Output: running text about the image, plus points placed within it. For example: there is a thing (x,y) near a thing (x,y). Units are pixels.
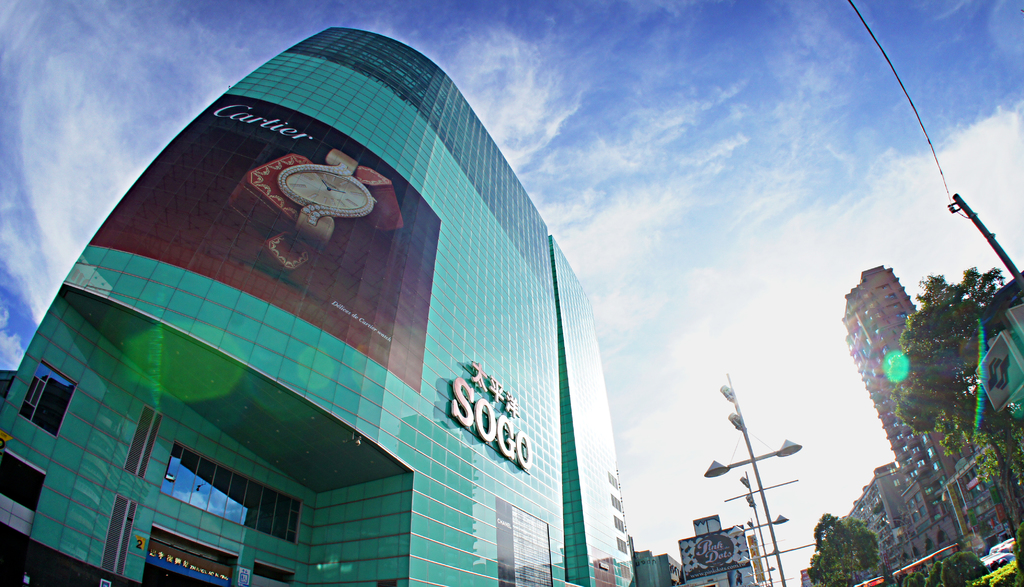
In this picture I can see there is a building (285,343) on to left (311,218) and it has glass windows (372,391) and there are plants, trees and poles (757,462) with lights (748,486) and there is a banner (383,253) on the building (462,412), there is a name (504,432) on the building (389,400) and the sky (862,435) is cloudy.
